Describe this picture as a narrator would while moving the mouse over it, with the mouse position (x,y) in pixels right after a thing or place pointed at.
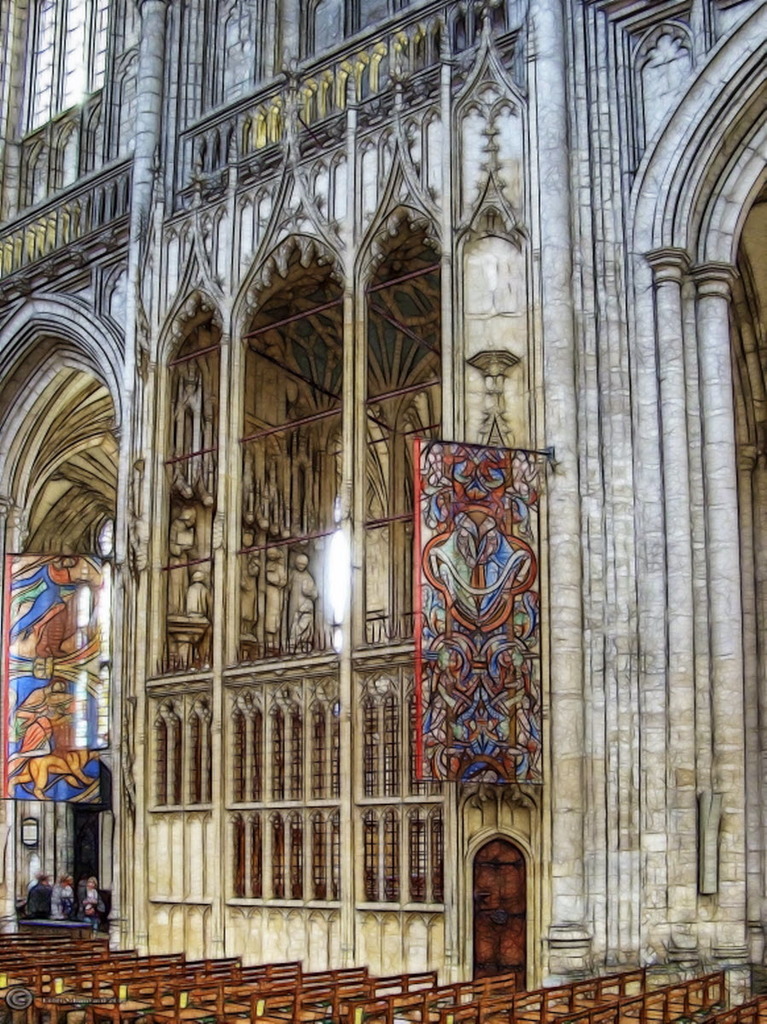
On the bottom (153,1015) we can see many benches (124,1004). On the bottom left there is group of person (99,924) standing near to the door (78,812). Here we can see painting frames (415,624). On the top (402,201) we can see a monument (337,288). This picture looks like a painting.
